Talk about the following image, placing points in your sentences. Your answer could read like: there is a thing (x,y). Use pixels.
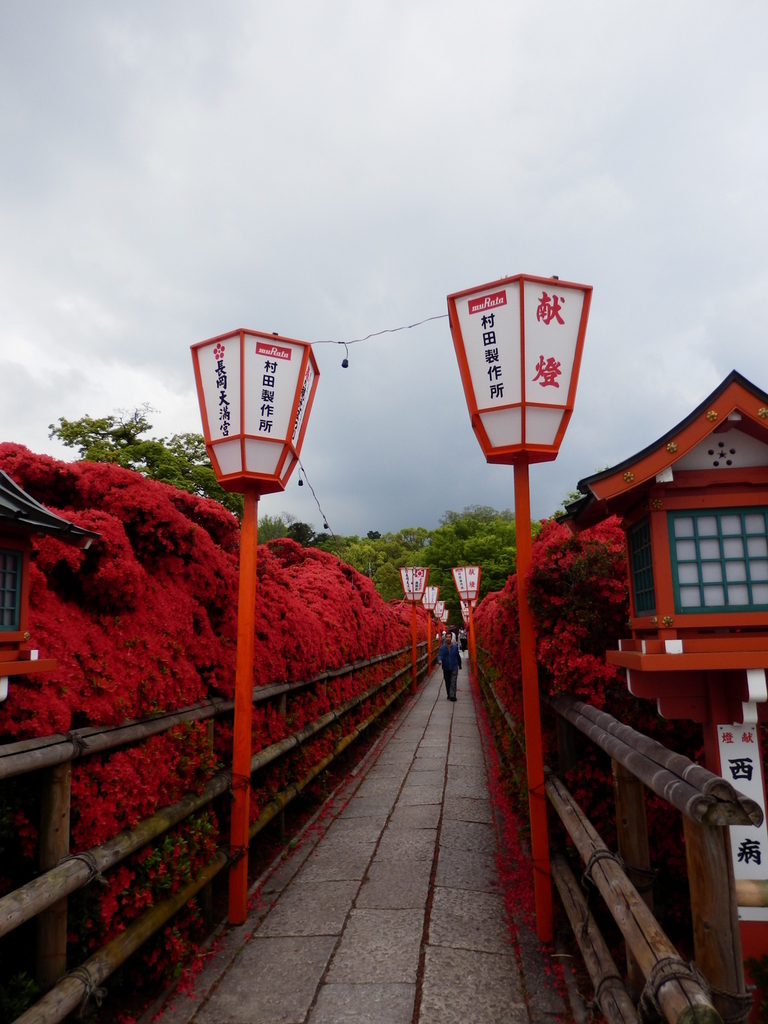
Here we can see a person (446,684), plants (489,708), and poles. In the background (0,427) there are trees (496,535) and sky (415,236).
